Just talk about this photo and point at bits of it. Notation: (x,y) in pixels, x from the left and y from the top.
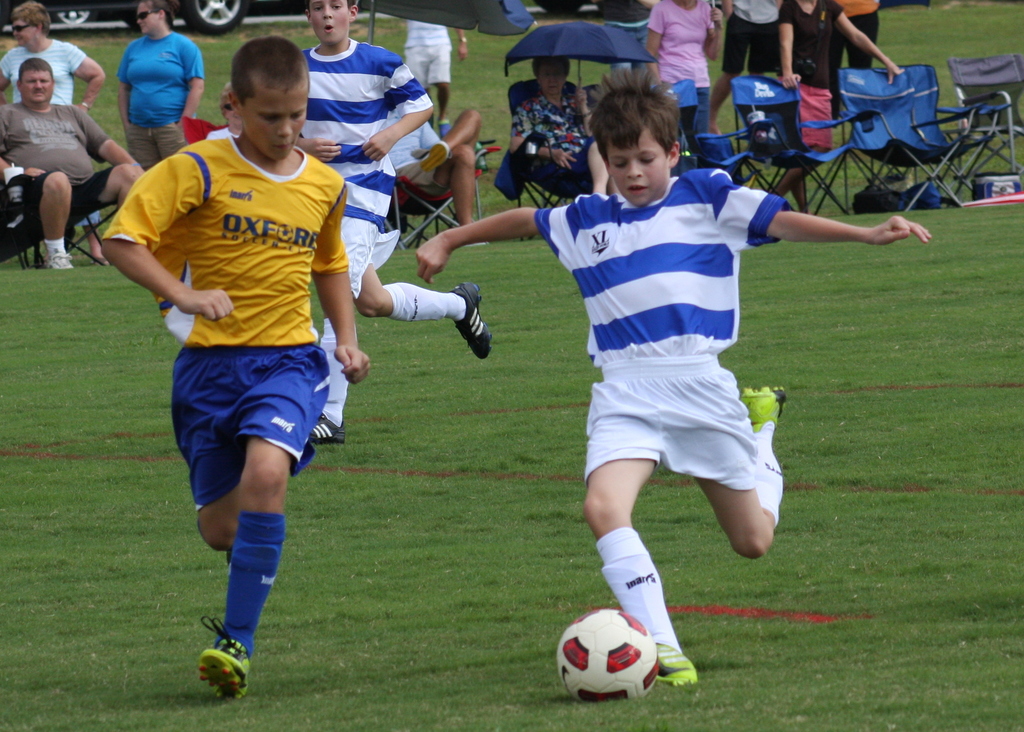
In this image I can see there are the children's (259,312) playing on the playground (142,528) and there is a ball (589,675) on the grass (504,700) and there are some people (41,102) standing on the background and there are some chairs (822,128) kept on the back ground (807,164) and there is a vehicle wheel (214,20) visible on the back ground (201,25) and there is a umbrella (574,31) visible and a woman (558,122) holding the umbrella (577,50).
